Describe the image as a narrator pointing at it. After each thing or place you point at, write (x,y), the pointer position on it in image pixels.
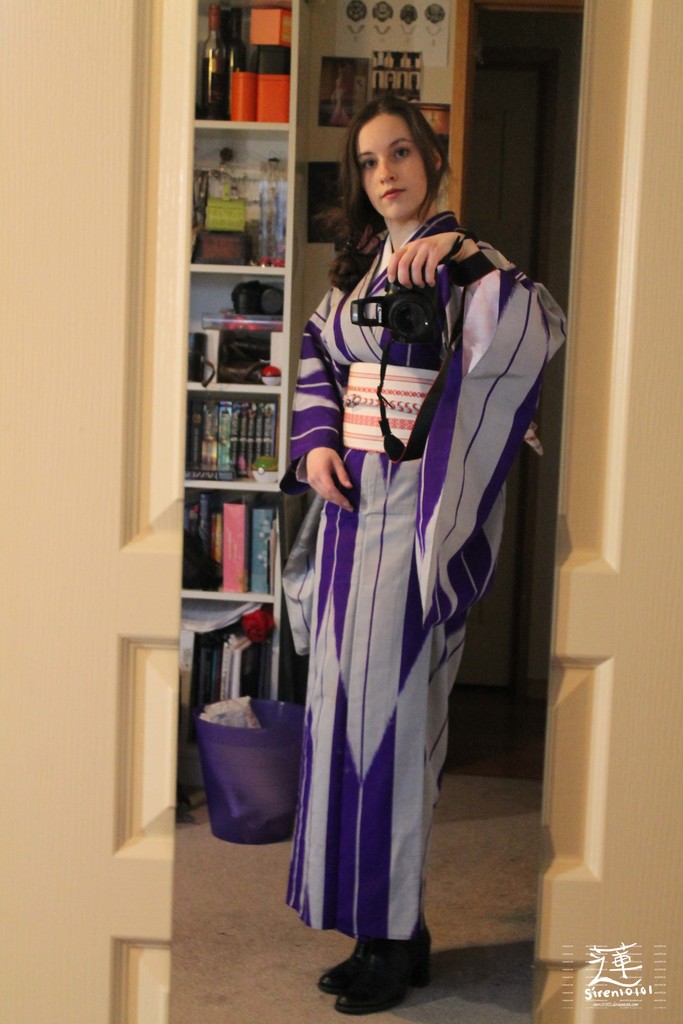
In this image we can see a lady (301,788) wearing violet dress (315,753) is holding a camera (399,339) in her hands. In the background (236,59) we can see books (236,423), bottle (209,25) and dustbin (246,752).
